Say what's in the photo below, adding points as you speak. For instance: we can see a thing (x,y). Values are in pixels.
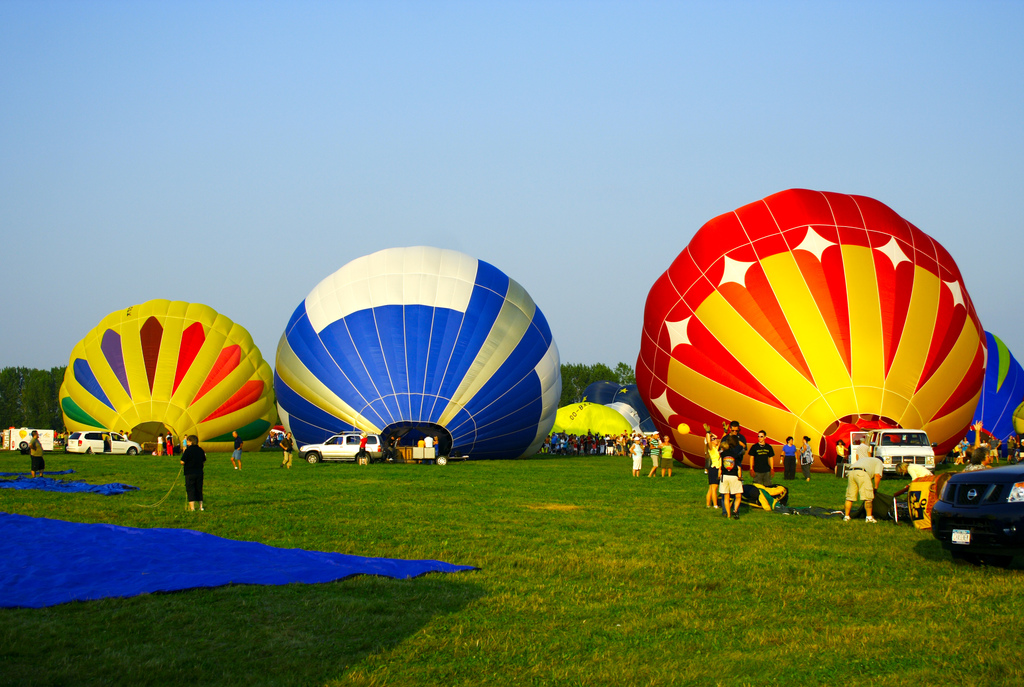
There is grass (579,550) on the ground (459,502). Also there is a blue color sheet (100,543). Also there are many people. Also there are balloons (668,374). In the background (403,159) there is sky (644,261) and trees (574,377).
